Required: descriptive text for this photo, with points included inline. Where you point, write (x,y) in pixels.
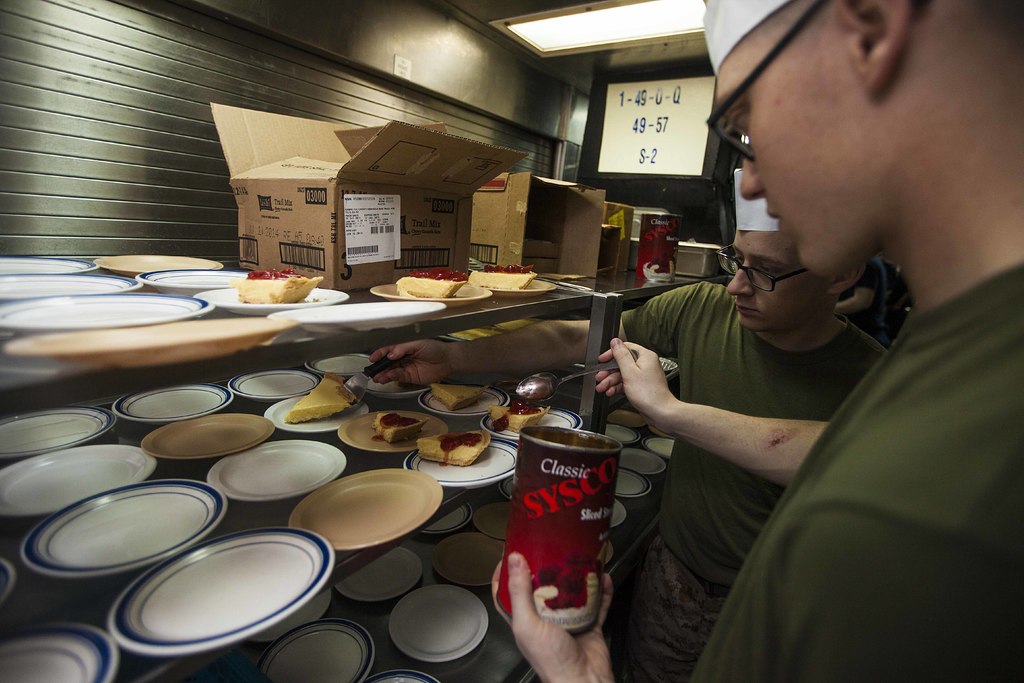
In this picture we can see men (865,196) wearing spectacles (744,157) and caps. We can see they are holding spoons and we can see a man (598,677) on the right side (970,635) is holding a container (612,437). We can see plates (396,498) and we can see food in a few plates (551,421). We can see boxes (498,219), objects (655,218), boards (683,104), light (623,26) and the wall (473,65).
